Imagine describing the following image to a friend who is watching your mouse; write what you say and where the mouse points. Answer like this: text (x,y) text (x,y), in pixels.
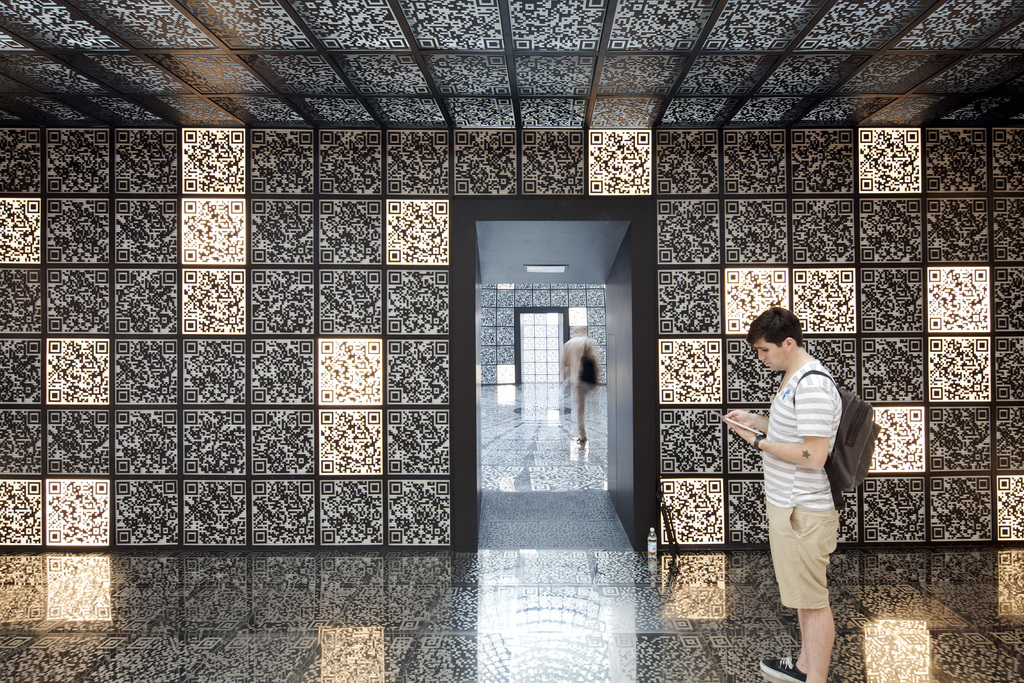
In the image there is a man (787,513) standing on the floor (842,593) and operating a gadget (741,430), behind the man (813,524) there are plenty of tiles (343,110) with design of QR codes (335,361) and there is a way (627,533) in between the tiles (638,190) and a person (571,384) is walking into that.
